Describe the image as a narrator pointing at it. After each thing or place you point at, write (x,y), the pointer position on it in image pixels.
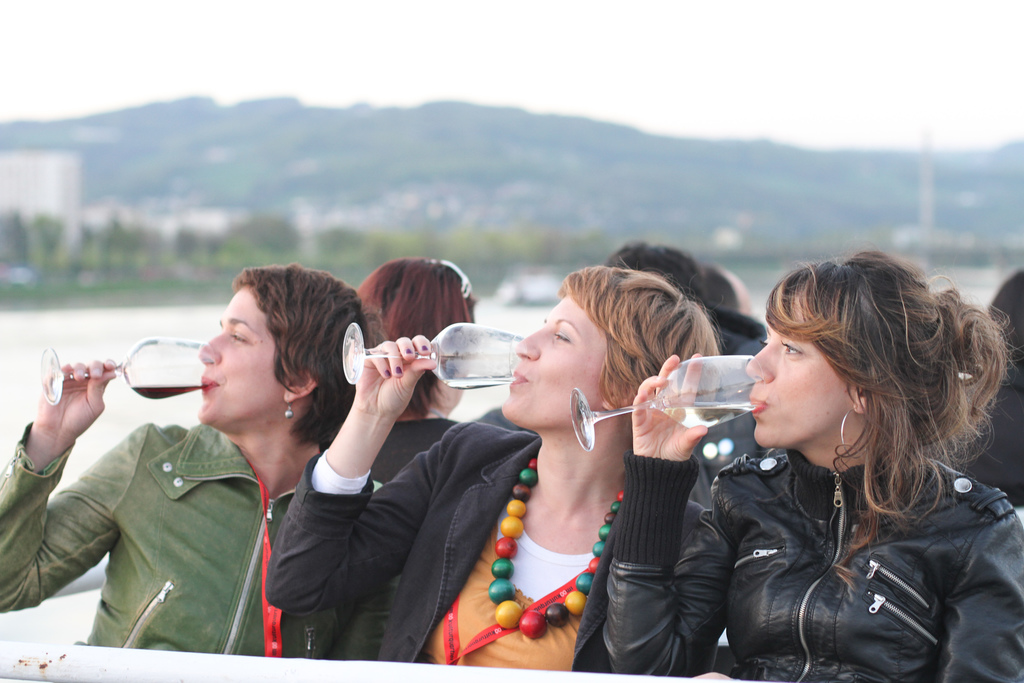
This picture is clicked outside. In the foreground (530,500) we can see the group of persons (271,558) holding the glasses (439,363) and drinking and seems to be sitting. In the background (330,141) we can see the sky (562,55), hills (344,151), trees (369,250), group of persons (686,253) and some other objects (405,209).
